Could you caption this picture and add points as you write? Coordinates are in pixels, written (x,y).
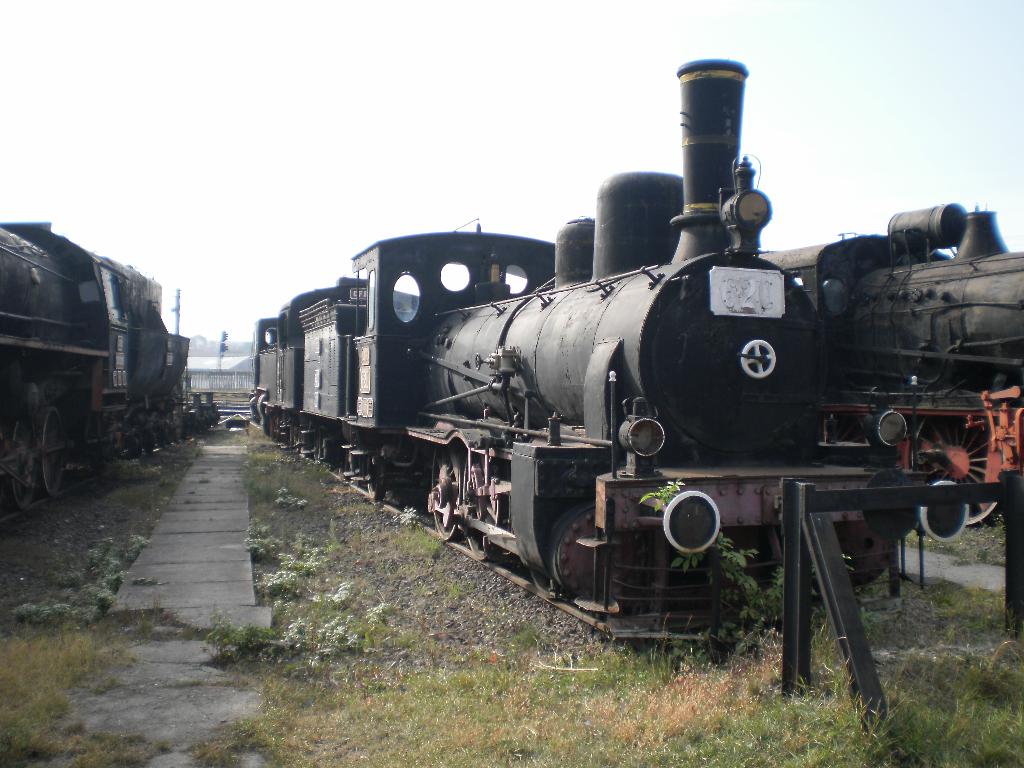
In the image we can see there are trains (595,428) standing on the ground (509,566) and there are stones (452,639) and grass (253,648) on the ground (489,640). Behind there is a clear sky (391,67).
